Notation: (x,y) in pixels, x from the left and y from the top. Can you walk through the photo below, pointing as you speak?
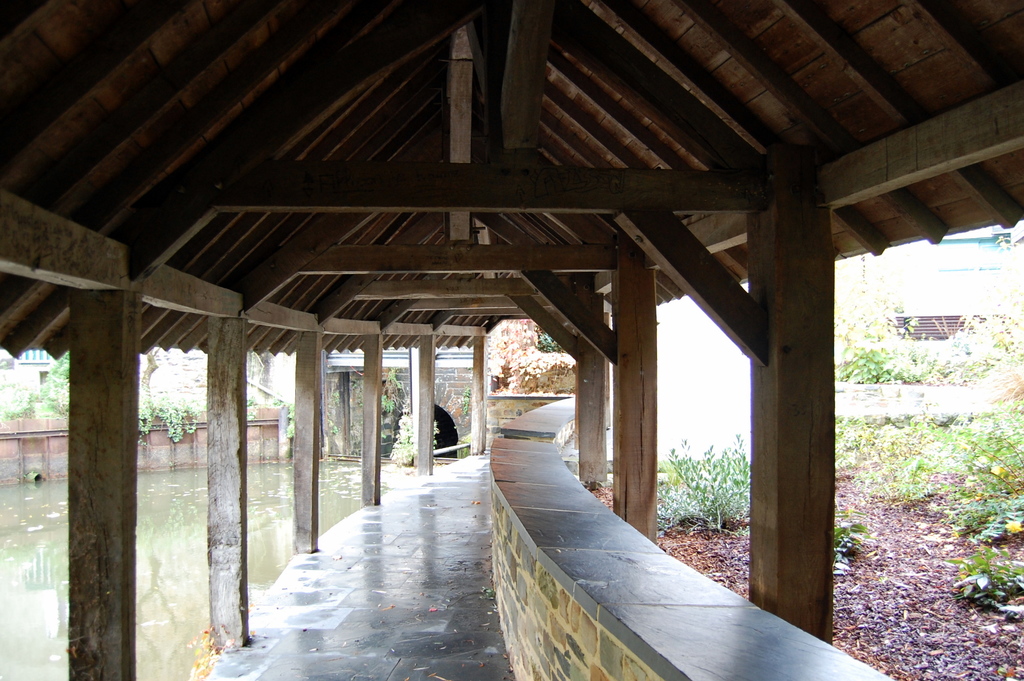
In this picture we can see water (50,558), wall (262,456), and plants (1003,563). There are wooden pillars (620,459) and we can see roof (666,160).
